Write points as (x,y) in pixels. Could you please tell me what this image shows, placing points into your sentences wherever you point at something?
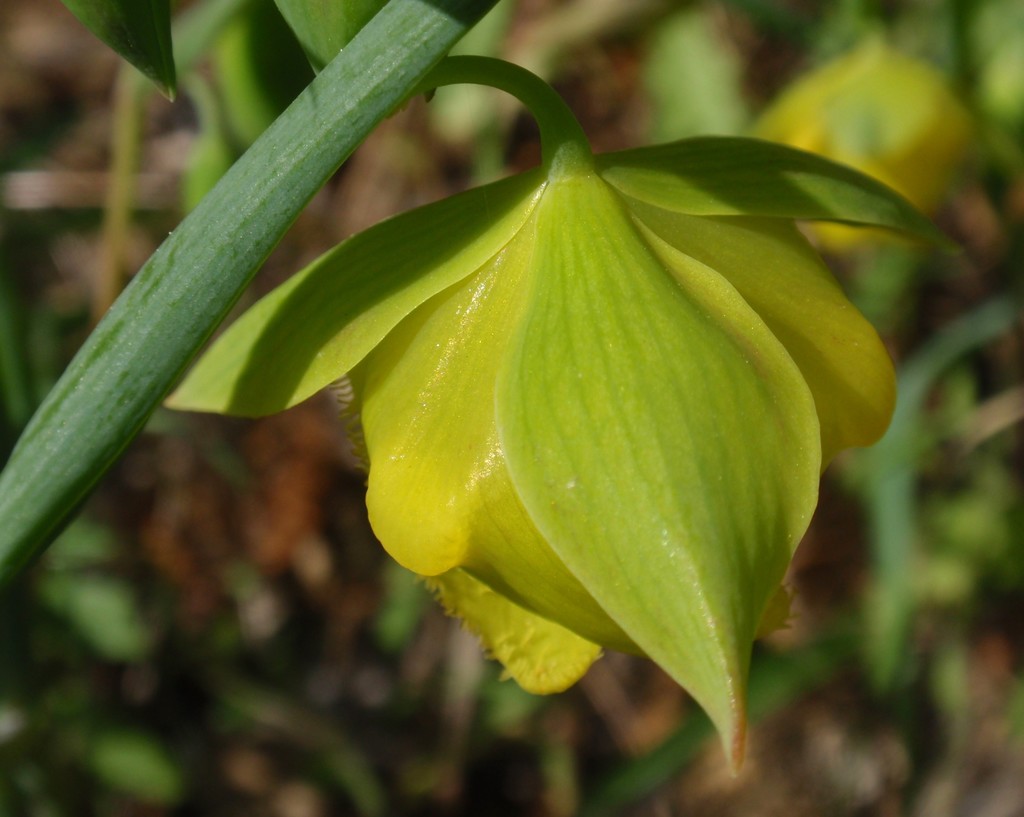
In this image there is a plant (443,529) and we can see a flower (509,426).
